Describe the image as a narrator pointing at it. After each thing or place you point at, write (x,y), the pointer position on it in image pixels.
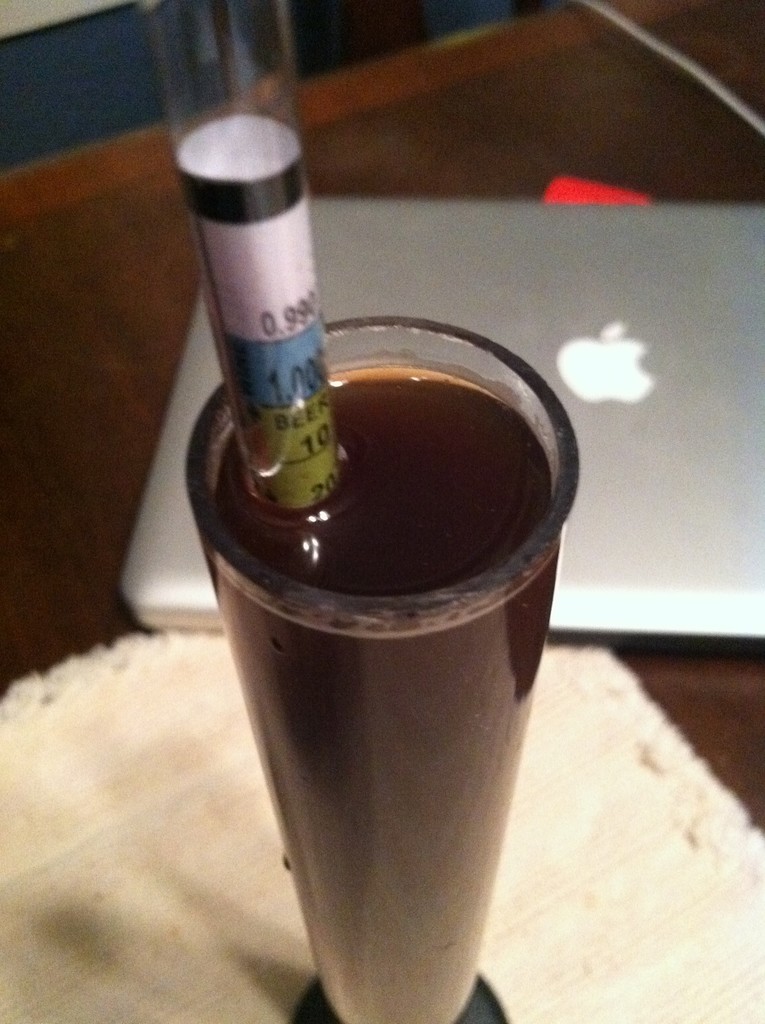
In this picture we can see glass (447,650) with drink (427,471) and tube (208,265), laptop (618,268) and cloth (670,806) the platform (654,187).
